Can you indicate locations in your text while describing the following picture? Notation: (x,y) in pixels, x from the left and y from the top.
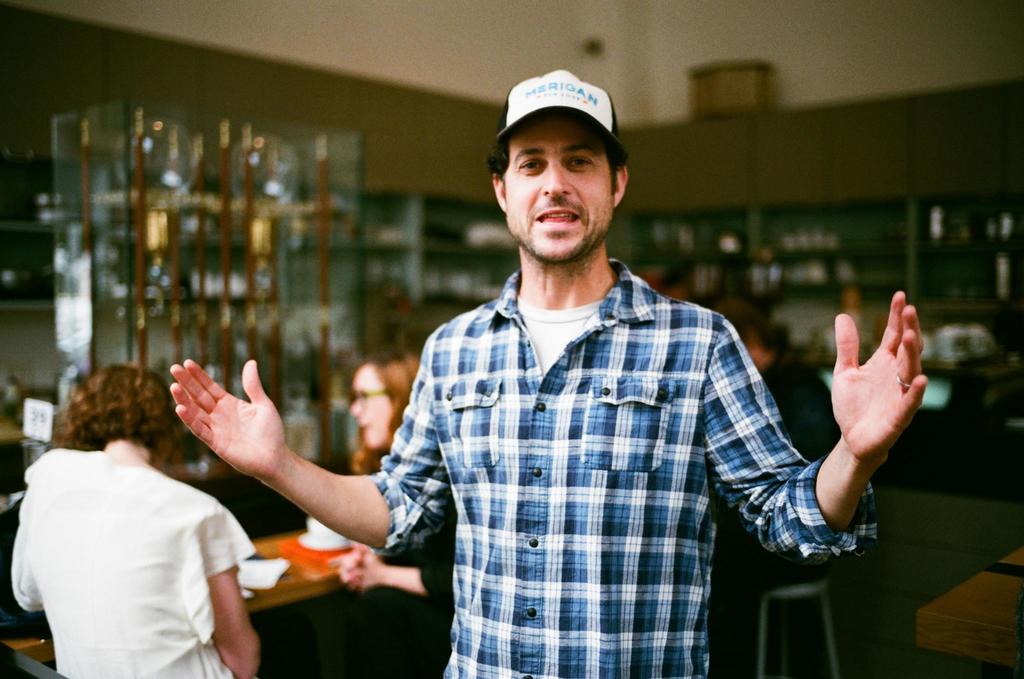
In this image we can see a person (605,437) wearing a cap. Behind the person (547,444) we can see few people (437,590) sitting and there are few objects (263,585) on the table (263,585). In the background (855,233), we can see few objects (195,224) on the racks (911,247). The background of the image (868,237) is blurred.
